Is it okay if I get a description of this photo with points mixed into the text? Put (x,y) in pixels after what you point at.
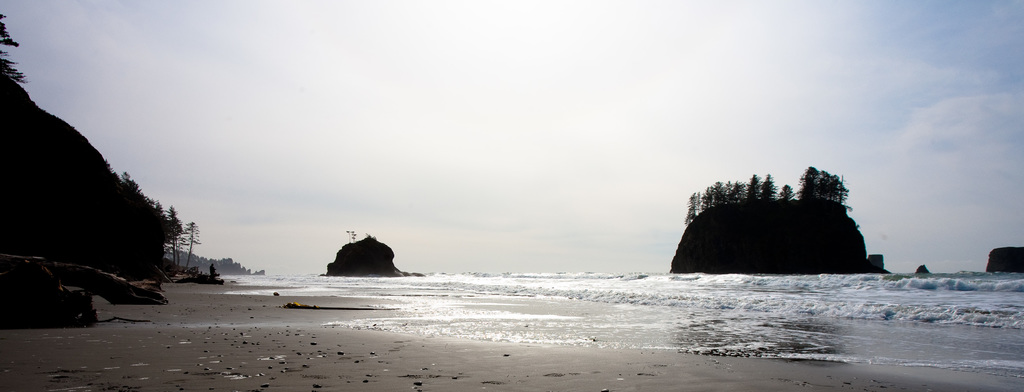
This is the picture of a sea (483,299). In this image there are mountains (860,246) and there are trees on the mountains (826,245). At the top (340,97) there is sky (343,87). At the bottom (549,301) there is water (748,278) and sand (345,356).
